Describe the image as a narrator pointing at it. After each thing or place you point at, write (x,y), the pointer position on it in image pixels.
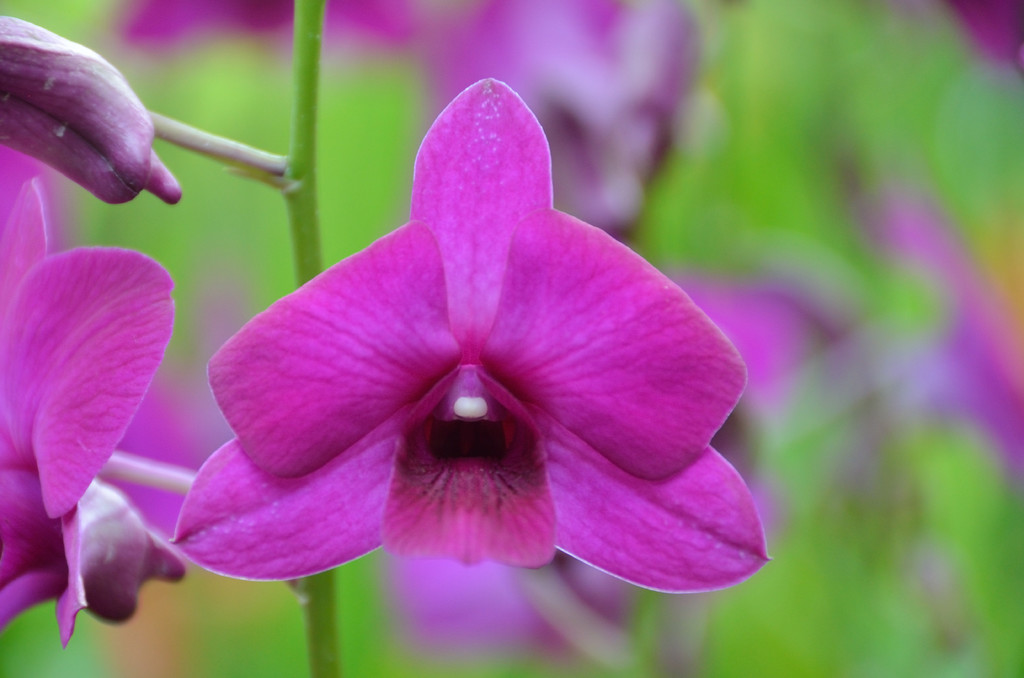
In this image we can see flowers (152,424) which are in purple color. In the background (309,97) there is a stem (302,596).
